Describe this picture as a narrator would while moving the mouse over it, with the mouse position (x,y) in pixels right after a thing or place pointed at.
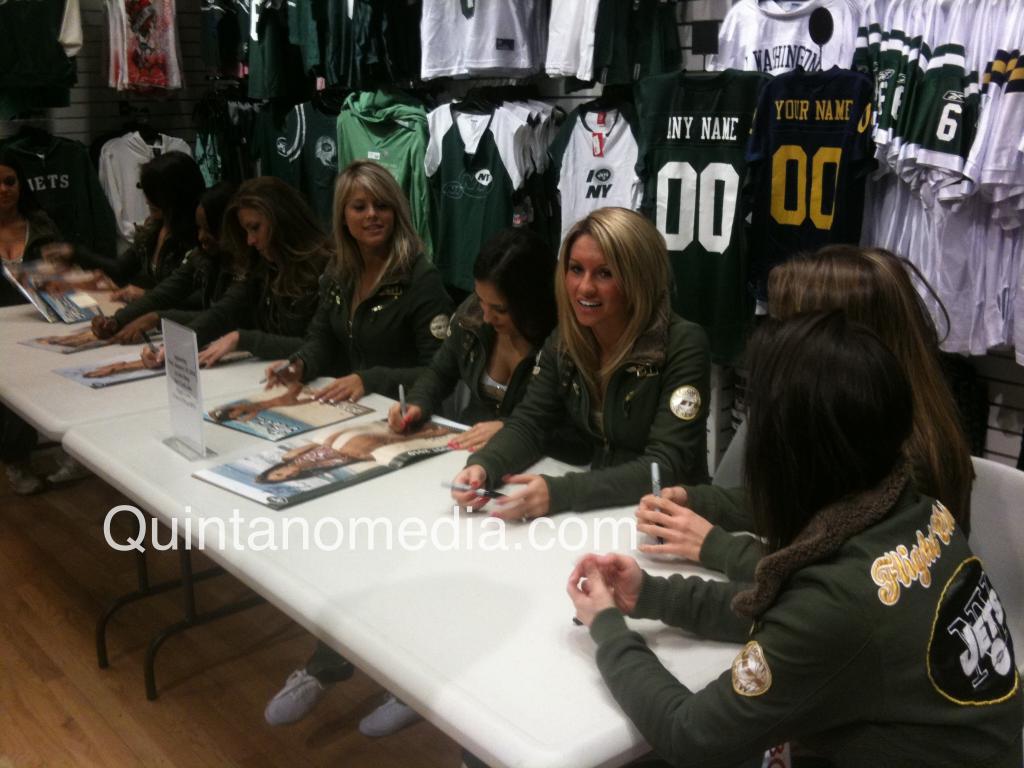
In this picture, we see women (675,404) in green jackets (805,621) are sitting on the chairs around a table (423,570). On the table (415,496), we see the poster (299,480) of a woman (309,459) and a board (172,403) with text (188,390) written on it. Behind them, there are jackets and t-shirts (775,52) which are in green, white and blue color. This picture might be clicked in the shop (19,503).
